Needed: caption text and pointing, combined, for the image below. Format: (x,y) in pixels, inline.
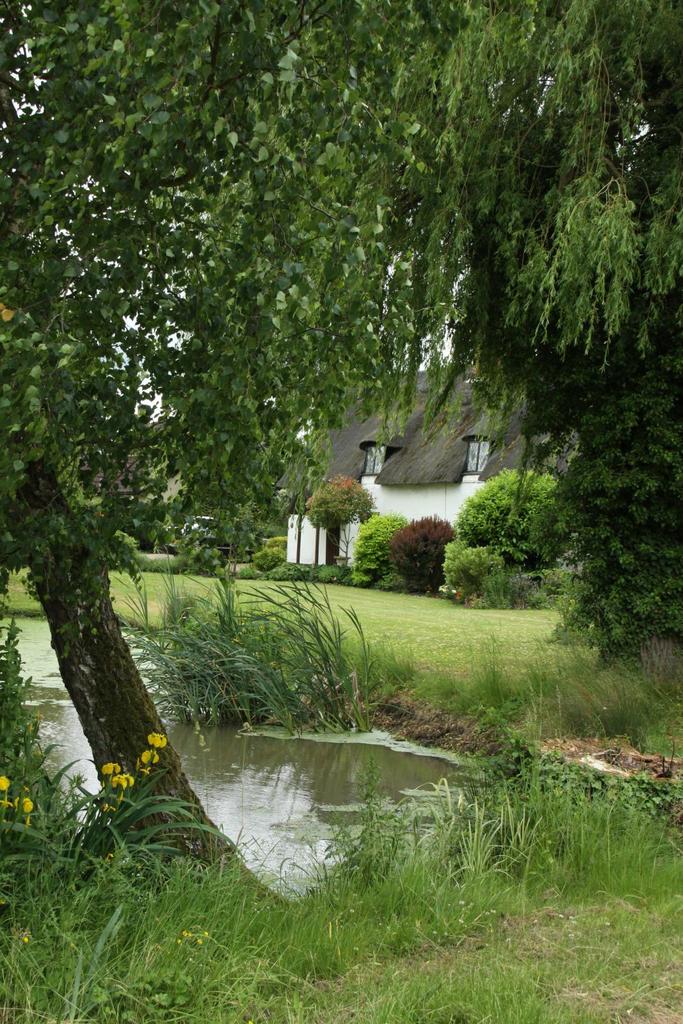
In this image I can see an open ground (415,639), grass (263,707), number of trees (47,586) and on the left side of this image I can see water (47,707). I can also see a building (350,443) in the background (367,420).
